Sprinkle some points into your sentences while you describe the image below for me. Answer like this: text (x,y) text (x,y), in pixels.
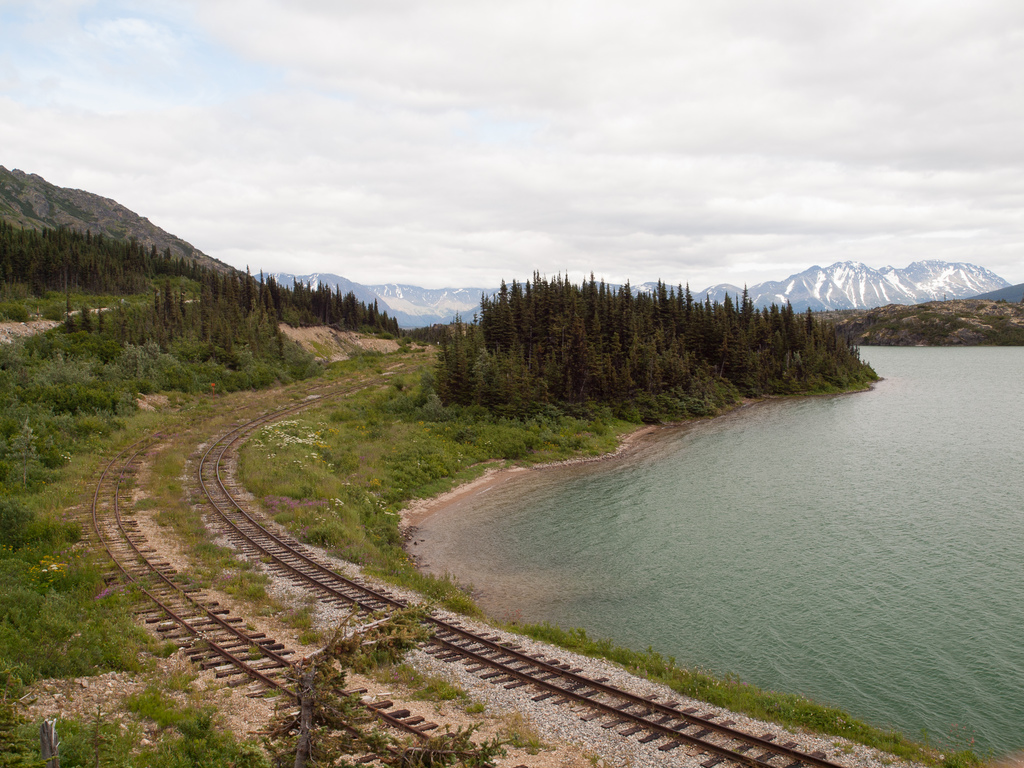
In this image we can see the railway track (240,665), there are some plants (64,646), trees (537,376), mountains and water (738,492), in the background (517,46), we can see the sky (609,49) with clouds (948,36).
